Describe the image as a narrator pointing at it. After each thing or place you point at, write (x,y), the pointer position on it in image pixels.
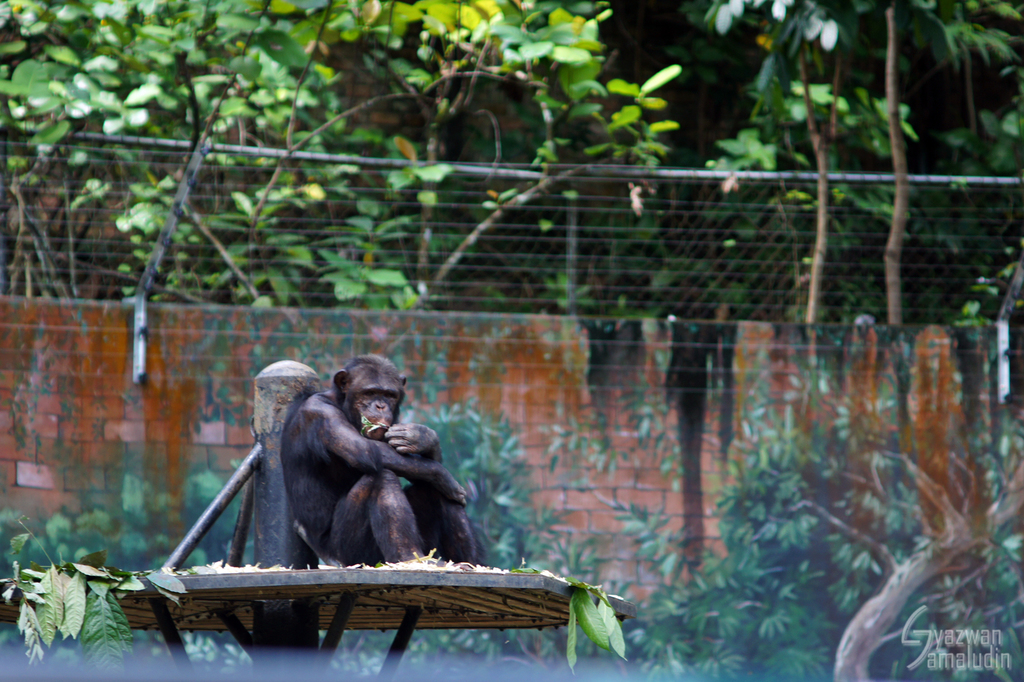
In the background (742,56) we can see leaves (154,93), branches (904,215), wall (17,376) and fence (859,177). In this picture we can see an animal (425,535) sitting on an object (353,582). We can see poles (265,552). We can see leaves (174,575) on a table (228,583). In the bottom right corner of the picture (926,667) we can see watermark (969,632).
